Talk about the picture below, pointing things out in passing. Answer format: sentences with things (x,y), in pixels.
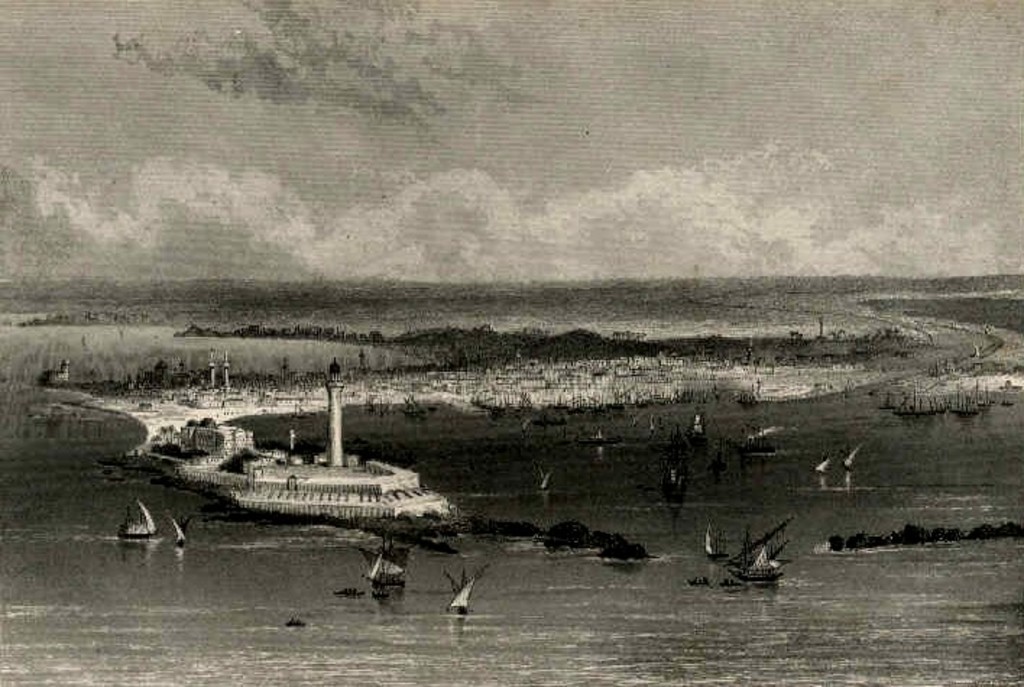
It is a black and white blurry image. In this image there are boats (677,482), water (426,555), tower (340,418) and sky (427,205).
